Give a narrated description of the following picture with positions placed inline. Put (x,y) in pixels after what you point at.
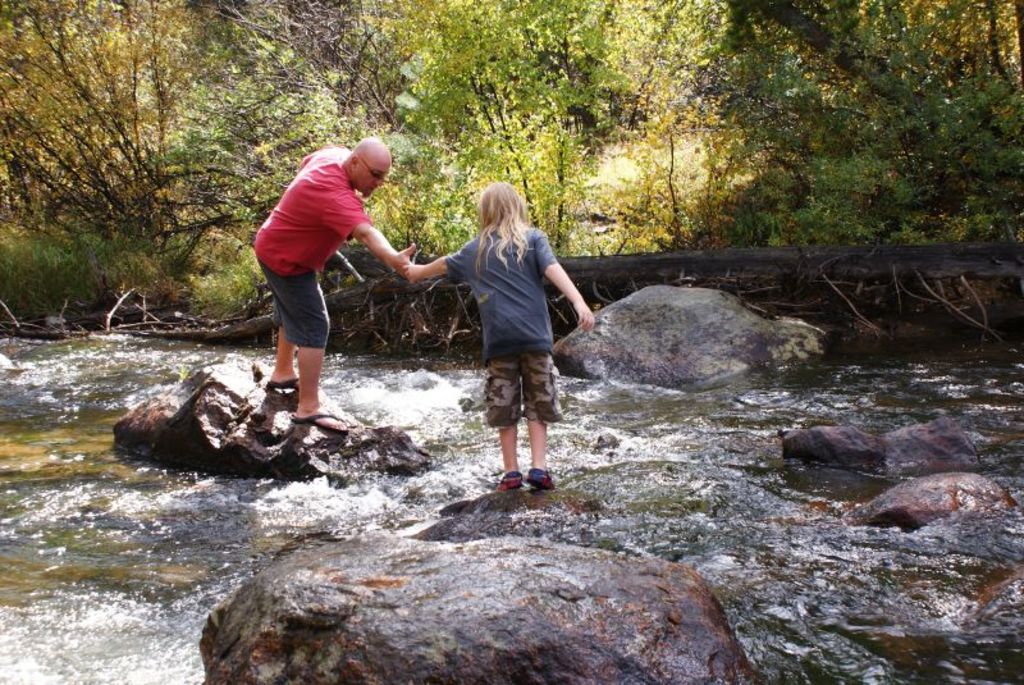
In this picture I can see couple of persons (369,233) standing on the rocks (538,493) and they are holding hands (395,254) and I can see water (186,544), few rocks (550,502) and I can see few trees (516,112).
